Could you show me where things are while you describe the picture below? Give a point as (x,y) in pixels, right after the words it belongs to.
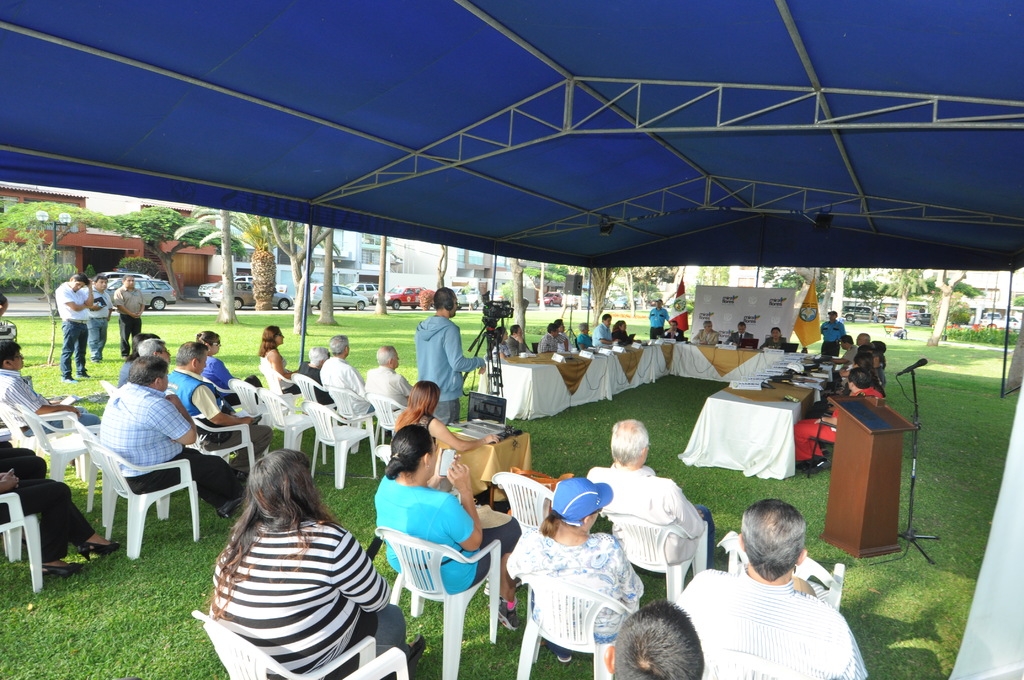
In this picture I can see group of people (389,491) sitting on the chairs (493,632), there are group of people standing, there are name plates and a laptop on the tables (748,418), there is a mike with a mike stand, there is a podium (896,425), there is a camera (505,304) with a tripod stand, there are flags (801,310), there are buildings (467,276), trees (948,288), there are vehicles (917,310) on the road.
